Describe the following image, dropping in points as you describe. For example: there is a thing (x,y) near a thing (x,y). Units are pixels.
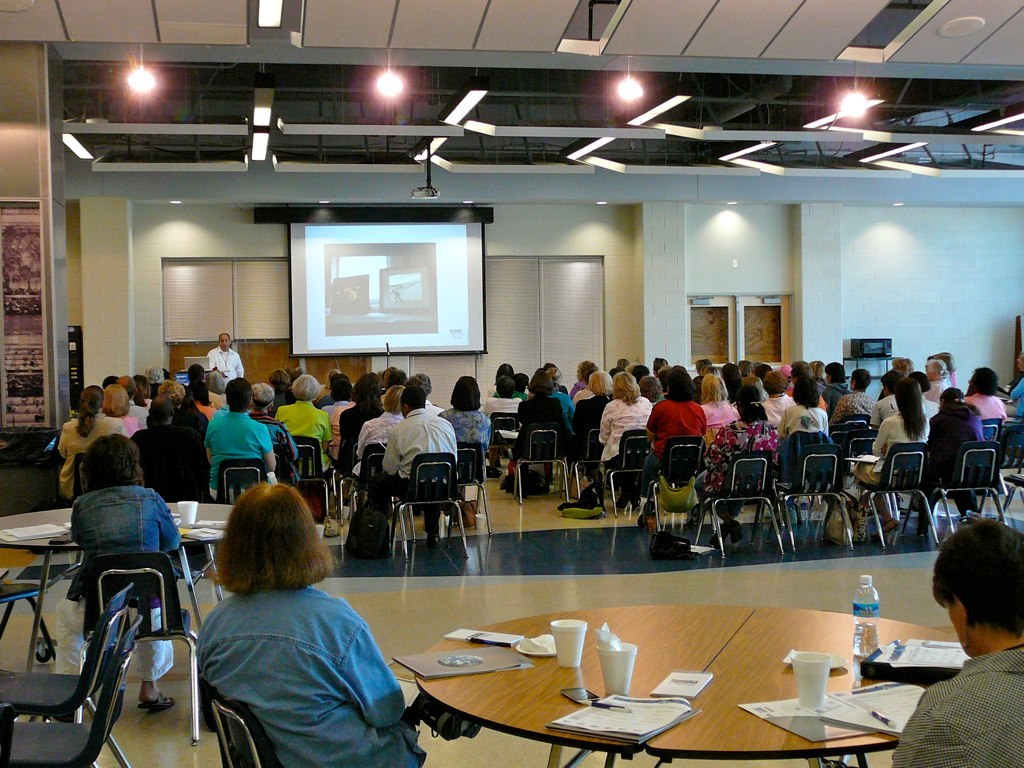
In the picture we can see a group of people (466,414) sitting on the chairs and some people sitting back near the table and on the table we can see glasses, papers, pens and bottle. In the background (957,261) we can see a screen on the wall (938,257) and to the ceiling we can see the projector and lights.
